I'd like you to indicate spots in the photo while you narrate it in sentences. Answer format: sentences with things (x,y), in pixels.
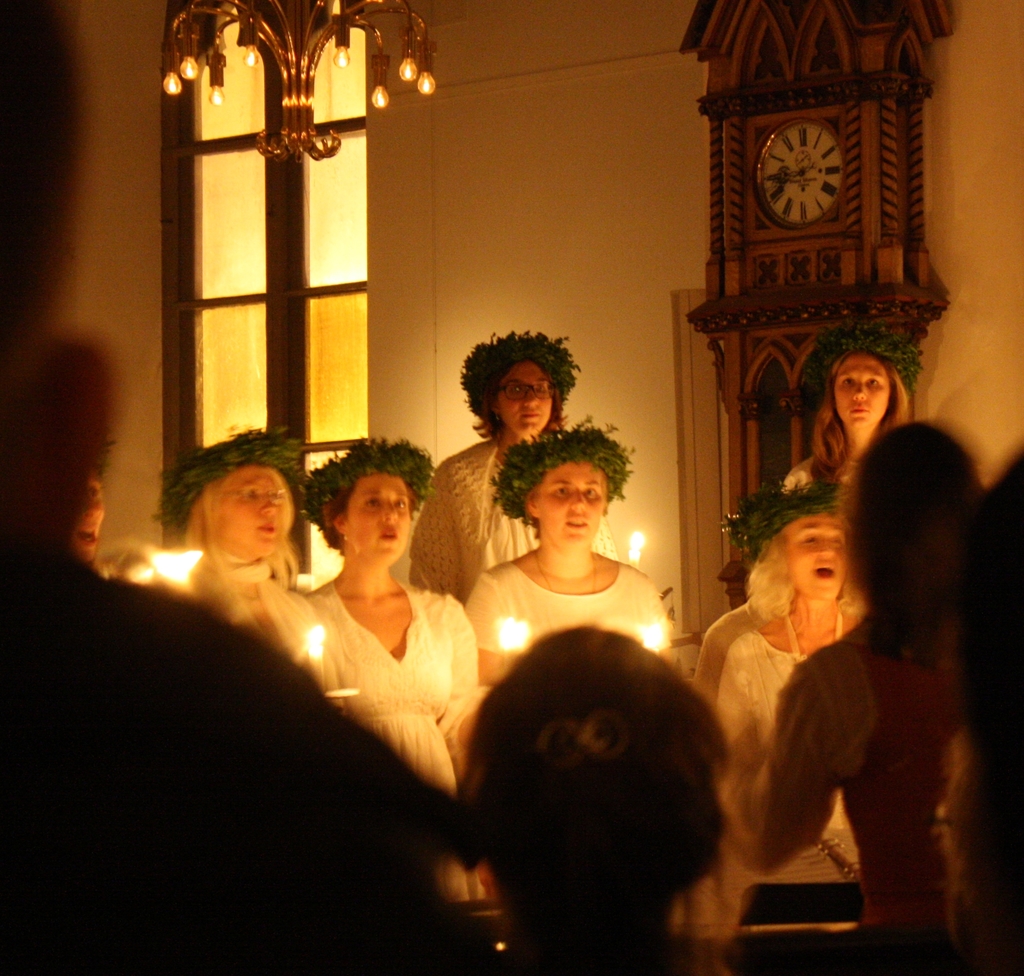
In this image we can see people (561,605). Here we can see candles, lights (337,41), window (203,165), clock (788,43), and wall (613,250).
